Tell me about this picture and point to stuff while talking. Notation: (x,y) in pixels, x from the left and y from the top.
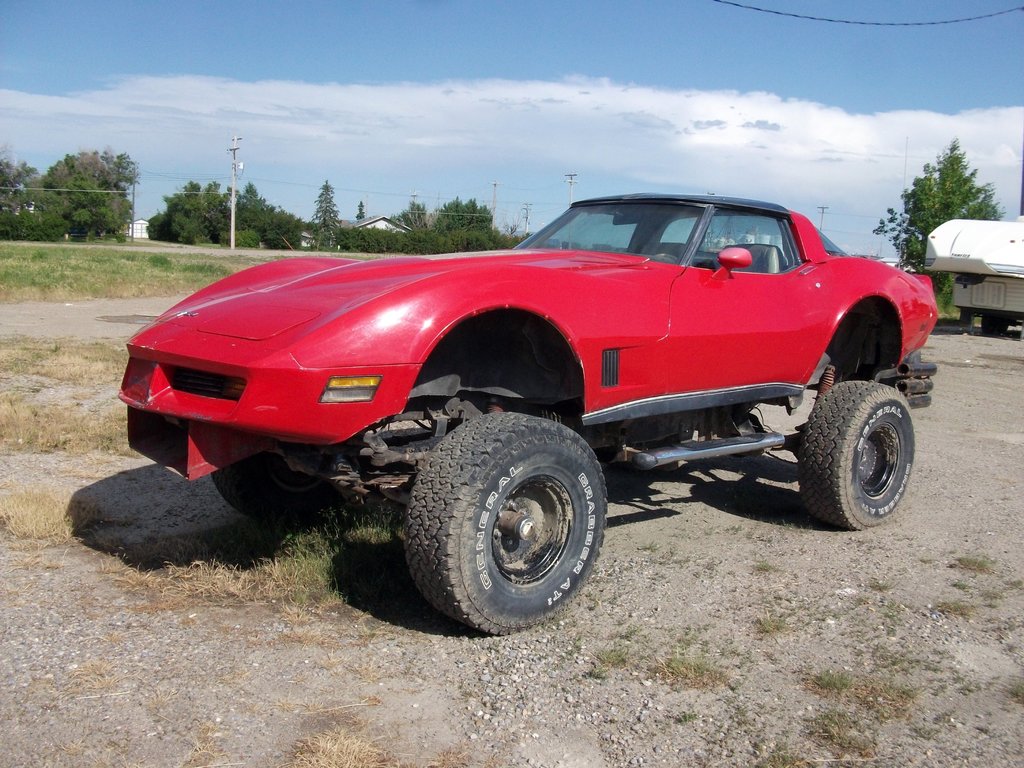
In the middle of the image (600,302), there is a red color vehicle (742,325) on the ground (774,580), on which there are stones (558,688) and grass (80,365). In the background (960,223), there is another vehicle (977,244), there are trees (110,172), poles (239,165) and there are clouds (572,104) in the sky (402,79).
